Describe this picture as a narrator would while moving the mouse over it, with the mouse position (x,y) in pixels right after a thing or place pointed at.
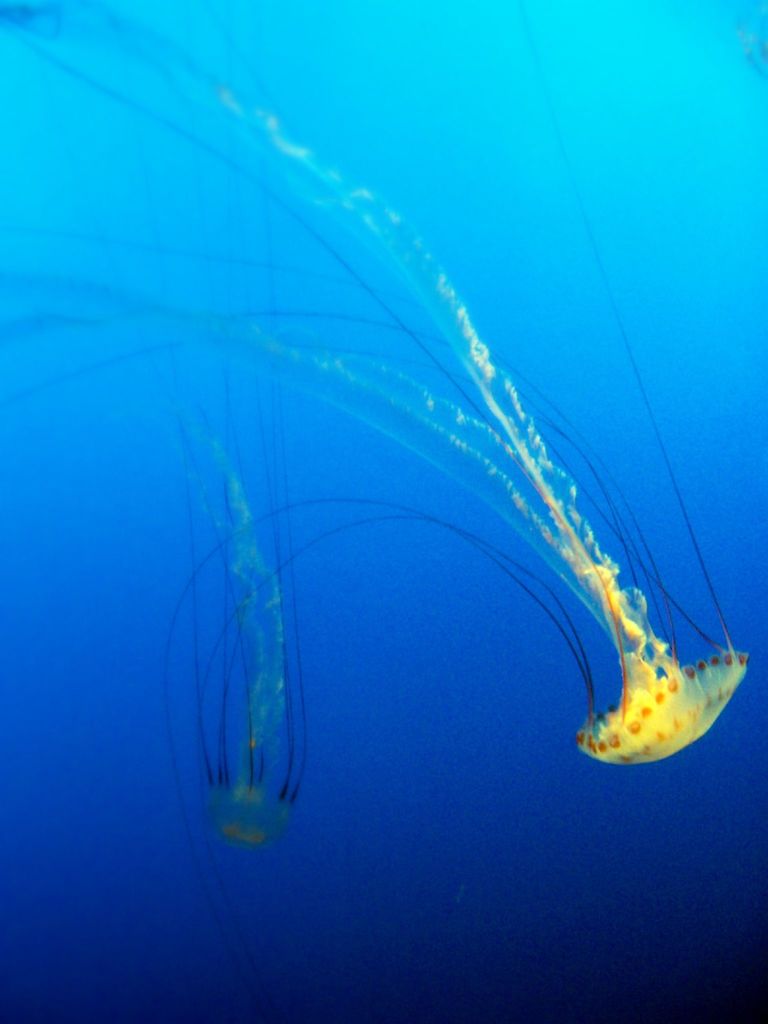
In this image we can see there is a jellyfish (254,761) in the water (405,656).
